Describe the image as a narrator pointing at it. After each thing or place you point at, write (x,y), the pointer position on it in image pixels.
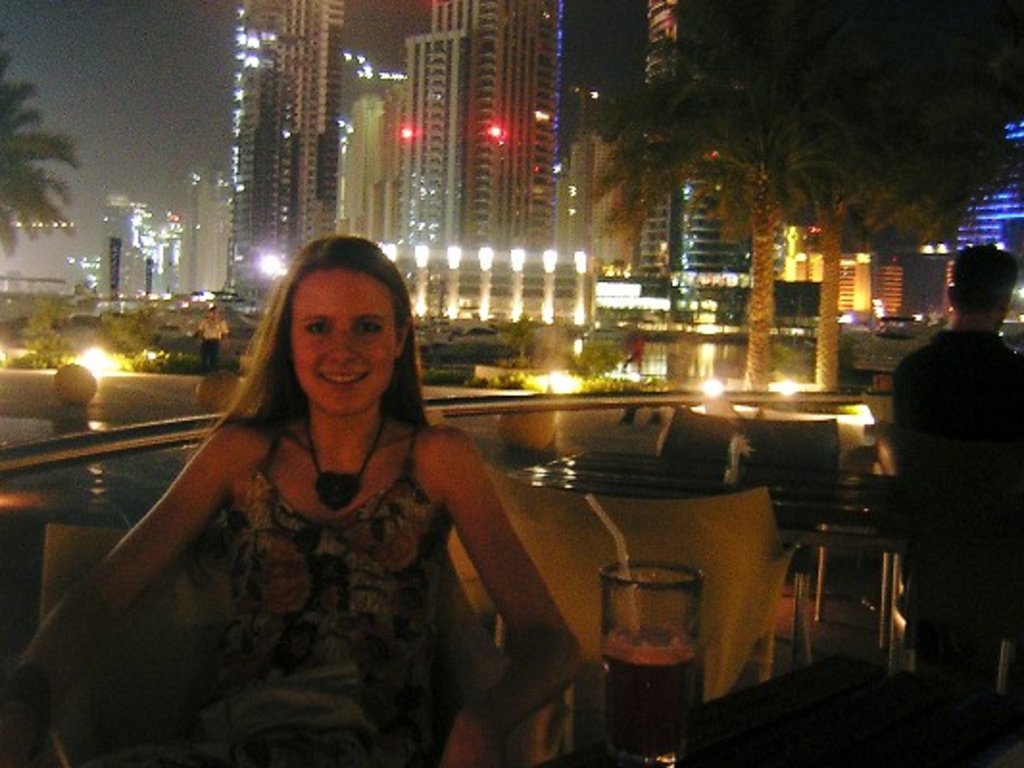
In this image there is a woman (387,621) sitting on the chair (190,665). Right bottom there is a table (755,714) having a glass (671,684) which is filled with the drink (649,655). There is a straw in the glass (638,658). Right side (946,586) there is a person (1012,498) sitting. There are chairs (720,417) and tables (869,518) on the floor (792,606). Behind there is a fence (661,405). There are lights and plants (49,349). There are vehicles (256,319) on the road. There are street lights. Background (155,247) there are buildings (1013,233) and trees (827,115). Left top there is sky (110,90).
